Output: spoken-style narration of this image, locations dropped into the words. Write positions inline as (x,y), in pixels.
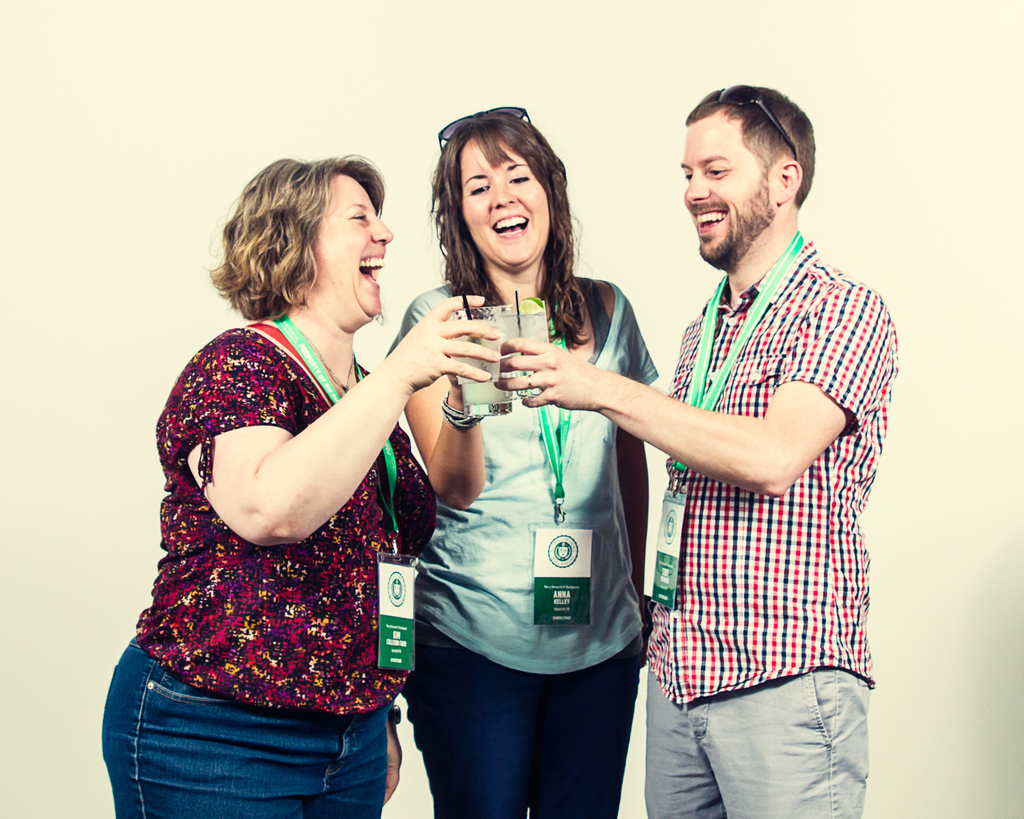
In this image there are three people (553,505). They are wearing cards (671,513). They are holding glasses (484,323). They all are smiling. The middle person (528,251) and the right person (731,136) are wearing sunglasses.
